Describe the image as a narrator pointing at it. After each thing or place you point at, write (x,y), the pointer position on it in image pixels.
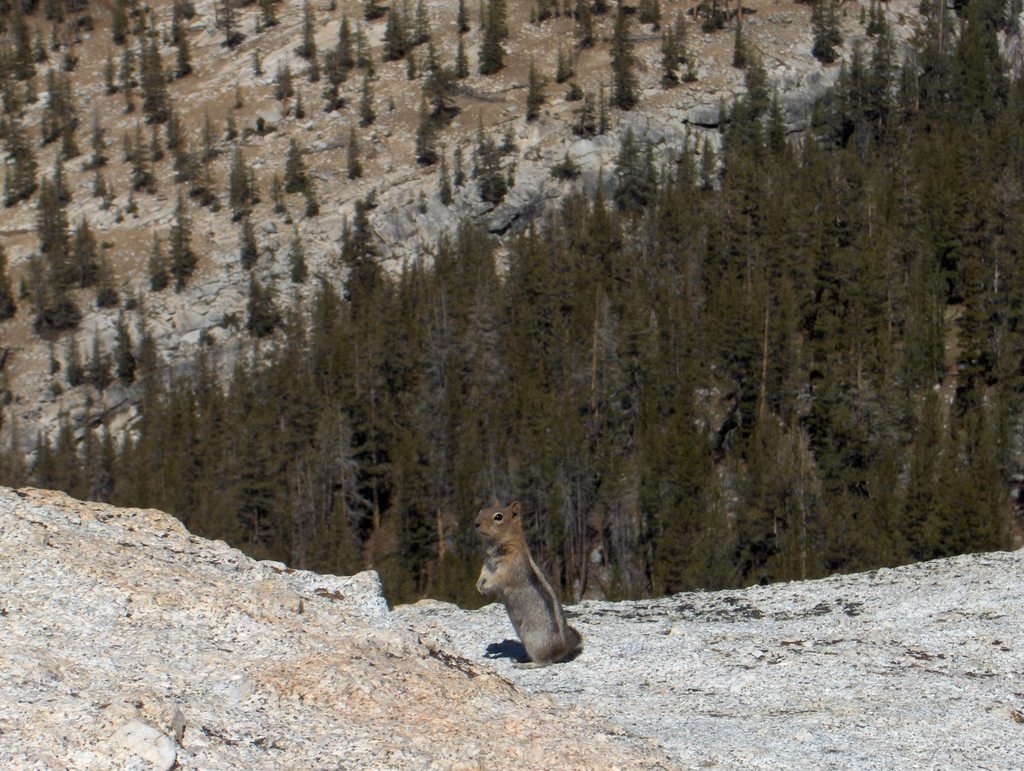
In this image in the center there is one squirrel (528,613), at the bottom (439,628) there is some rock (304,603) and in the background (580,309) there are some trees (529,248) and mountains (437,219).
